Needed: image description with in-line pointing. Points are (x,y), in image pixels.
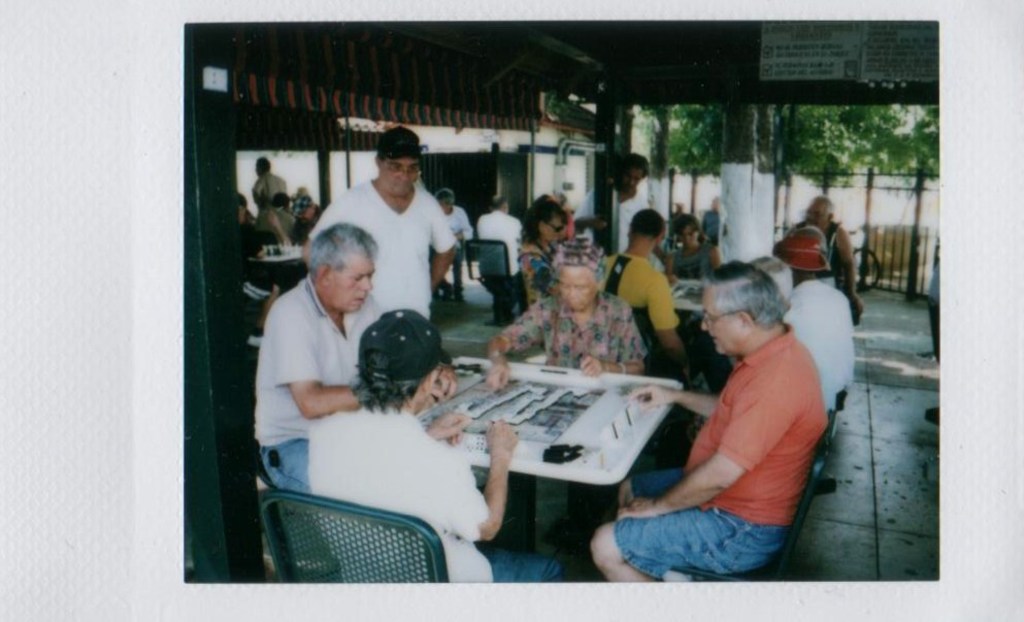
This is a photograph in which people (537,307) are sitting on the chair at the table (603,456). In the background (533,155) there are poles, trees (710,152) and wall (534,142).
